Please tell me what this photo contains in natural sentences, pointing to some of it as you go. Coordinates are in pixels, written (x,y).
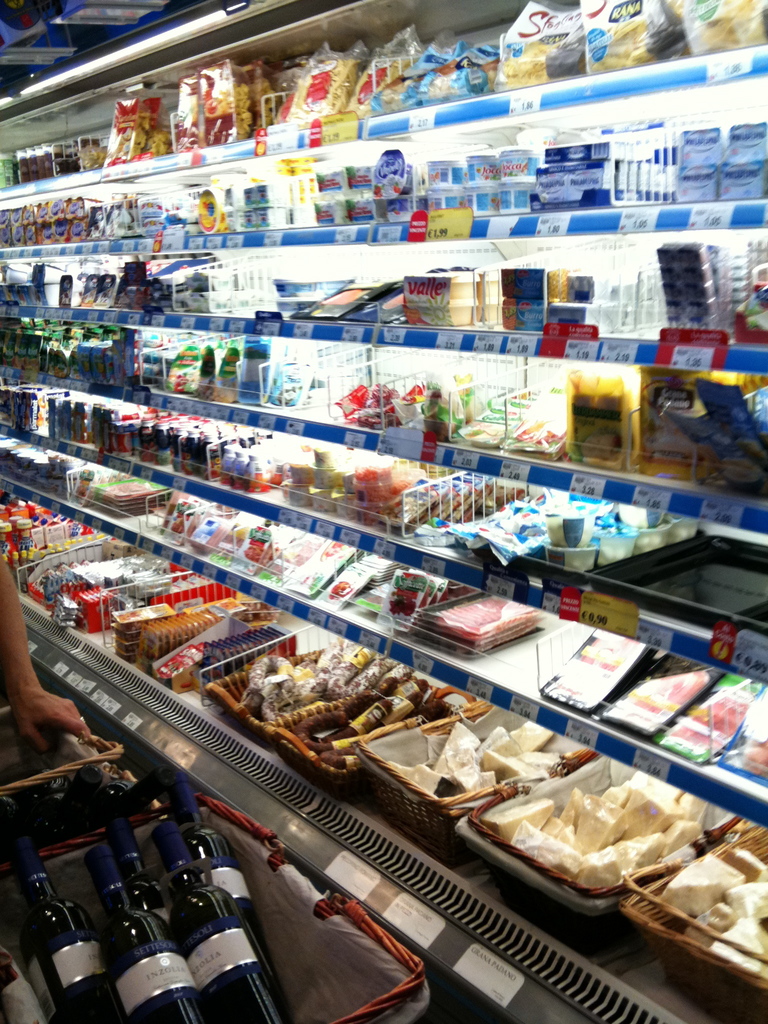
In this picture there is a inside view of the super market (475,723). In front (266,692) we can see some foodstuffs (610,805) is placed in the racks (541,705). On the bottom side of the rack (265,812) there is a wooden basket (318,933) with black color bottles (181,925).
